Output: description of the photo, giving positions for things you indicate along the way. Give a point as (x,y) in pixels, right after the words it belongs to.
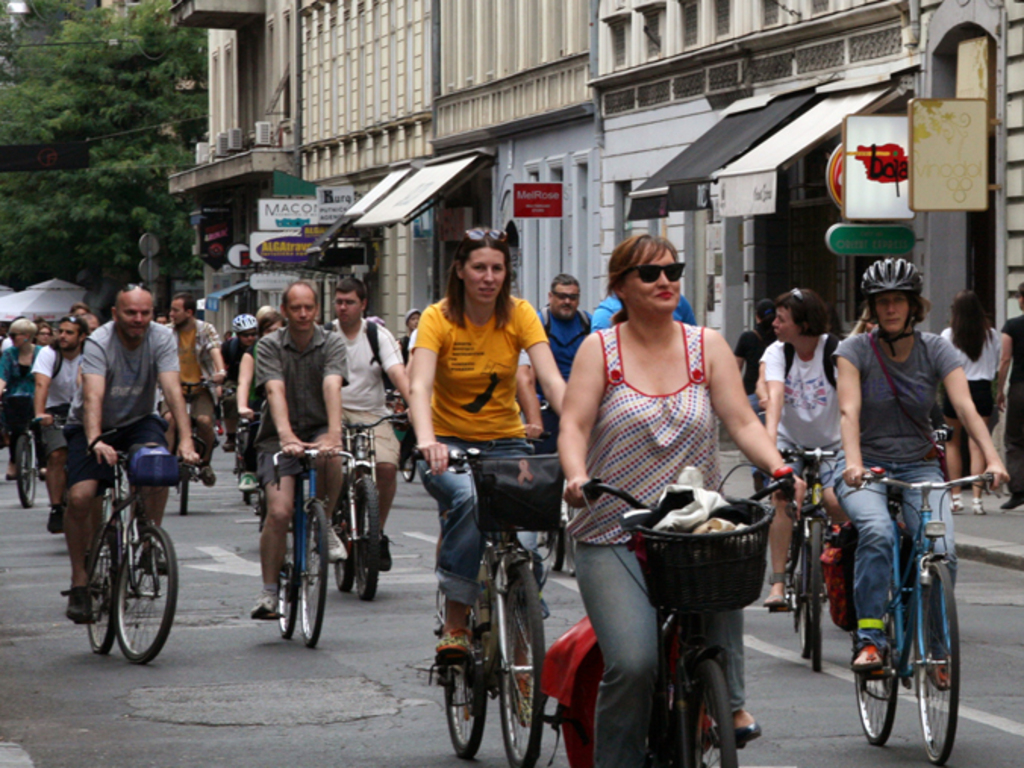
In this image i can see number of people (429,339) riding their bicycles (307,610), few of them are wearing helmets (897,288). In the background (222,317) i can see few boards (289,223), few buildings (464,188), few trees (120,70) and a tent (6,304). To the right of the image (1018,426) i can see few people (962,348) walking on the sidewalk (1005,550).
